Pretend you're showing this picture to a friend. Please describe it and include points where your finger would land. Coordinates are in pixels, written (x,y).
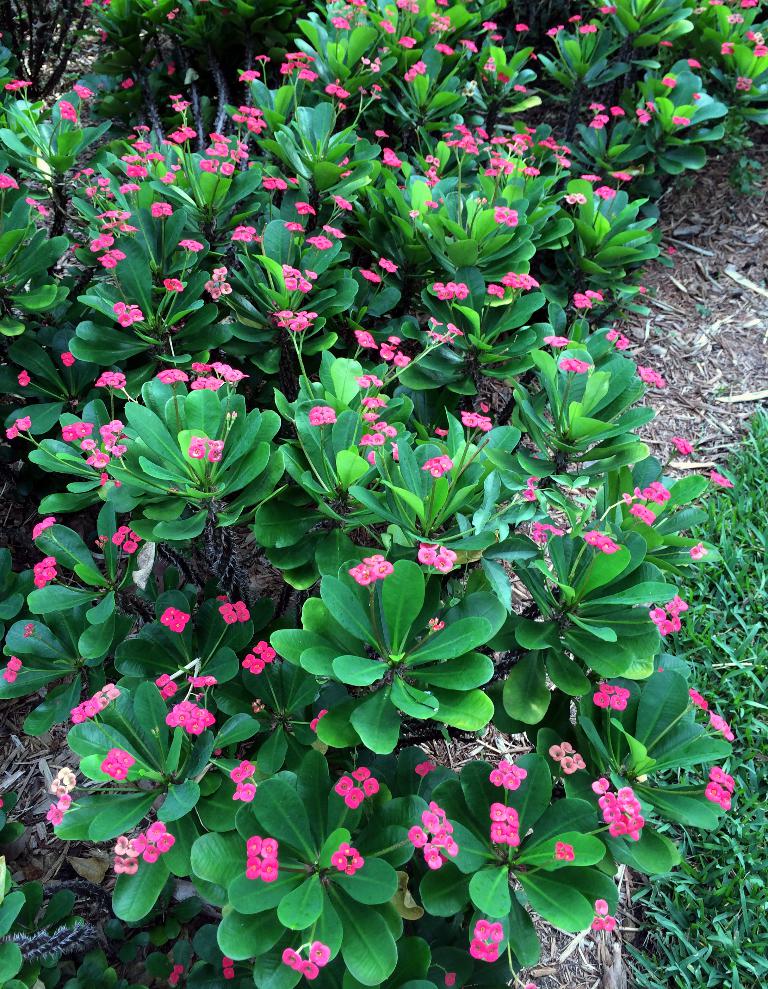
In the image I can see some plants (223,369) to which there are some flowers (112,264).
